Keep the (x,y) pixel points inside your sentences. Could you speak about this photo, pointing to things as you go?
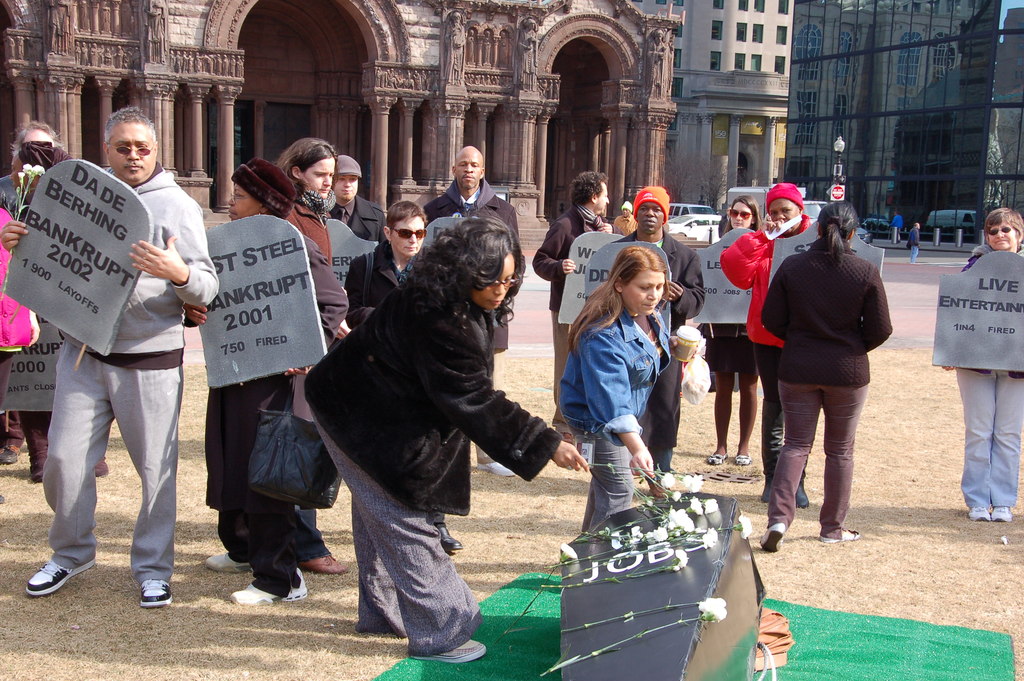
In this image we can see a group of people (555,346). Among them few people (381,406) are holding objects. In the foreground (726,663) we can see a group of flowers (551,668) and an object (678,592). Behind the persons (342,404) we can see a group of buildings (598,67) and vehicles (675,226).
